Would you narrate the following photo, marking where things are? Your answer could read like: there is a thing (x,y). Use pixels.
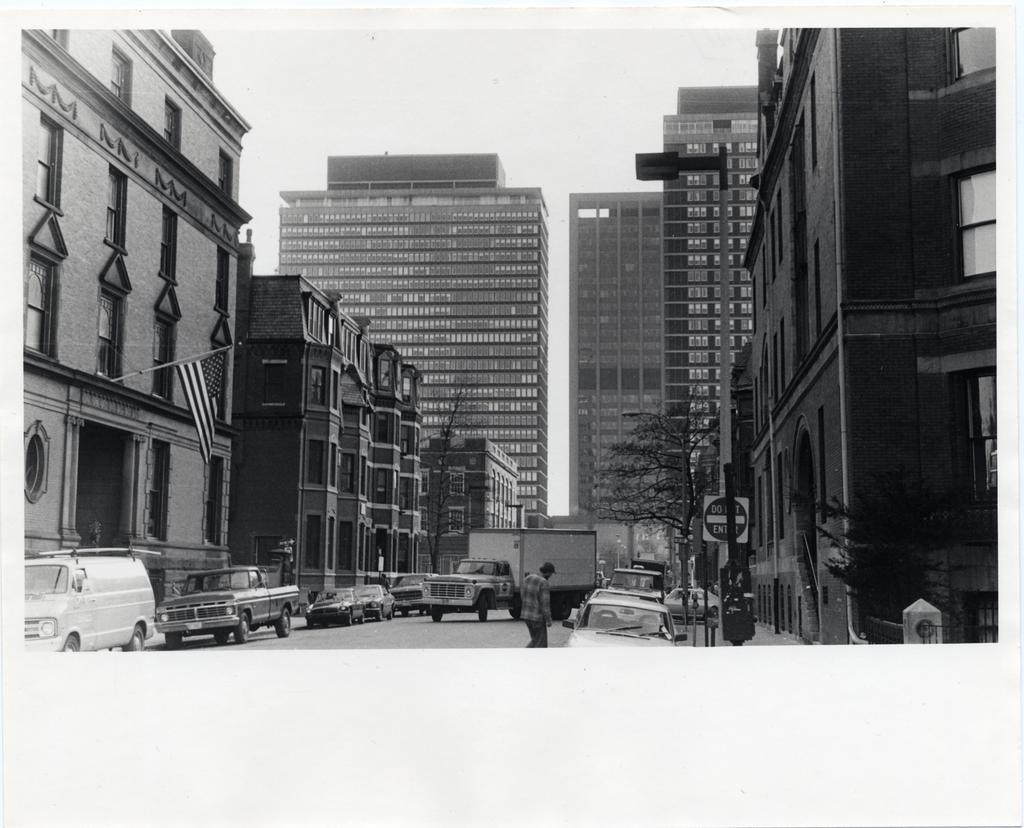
At the center of the image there are a few vehicles (432,587) on the road (443,615) and there is a person (548,603). On the right (927,365) and left side of the image (144,397) there are buildings (768,435), in front of the building (736,461) there are trees (673,489) and a few poles (705,599) on the pavement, there is a flag (188,368) hanging on the one of the buildings (164,374). In the background (426,306) there are buildings (444,257) and the sky (446,112).
